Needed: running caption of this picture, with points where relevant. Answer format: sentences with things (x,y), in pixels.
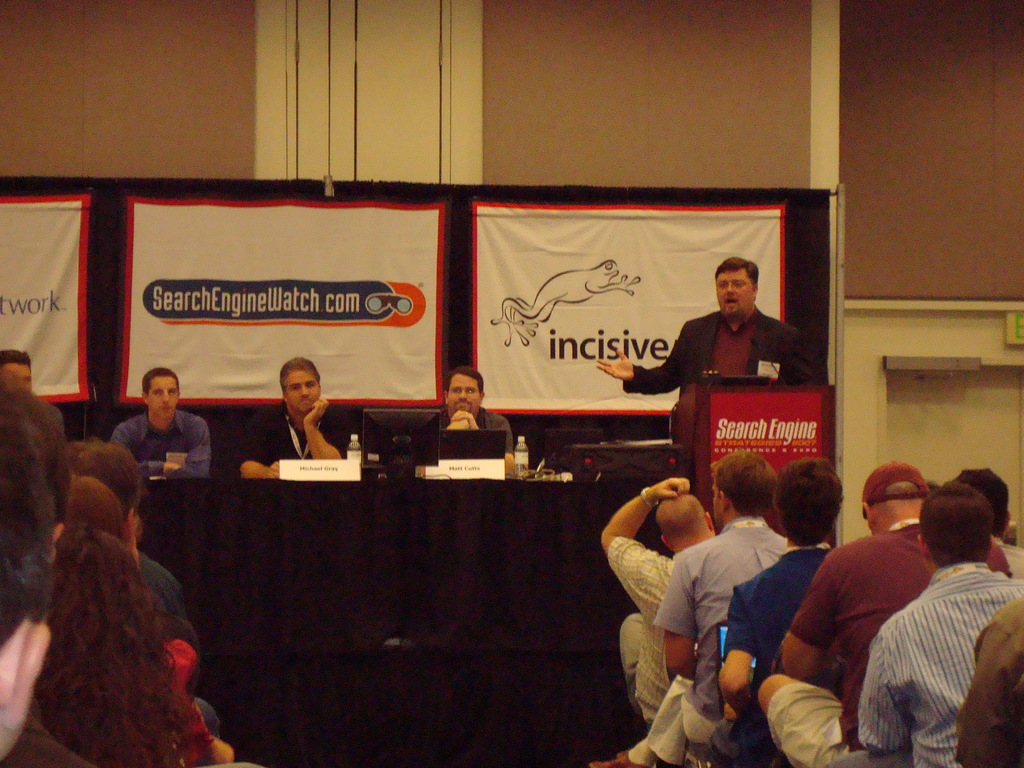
This picture is taken inside the room (515,264). In this image, on the right side (870,482), we can see a group of people (883,490) sitting on the chair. On the left side (13,613), we can also see a group of people (154,752) sitting on the chair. In the middle of the image (457,495), we can also see a table (455,497), on the table (372,480), we can see a black color cloth (256,496), board (331,460) and a laptop (472,434). On the right side (768,338), we can also see a man (735,322) wearing a black color shirt (775,349) is standing in front of the podium (800,397). On the podium (803,402), we can see a paper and a microphone (769,361). In the background (214,291), we can see some hoardings (679,287) with some pictures (410,308) and text (331,310) on it. In the background (542,44), we can see a wall (949,233).
